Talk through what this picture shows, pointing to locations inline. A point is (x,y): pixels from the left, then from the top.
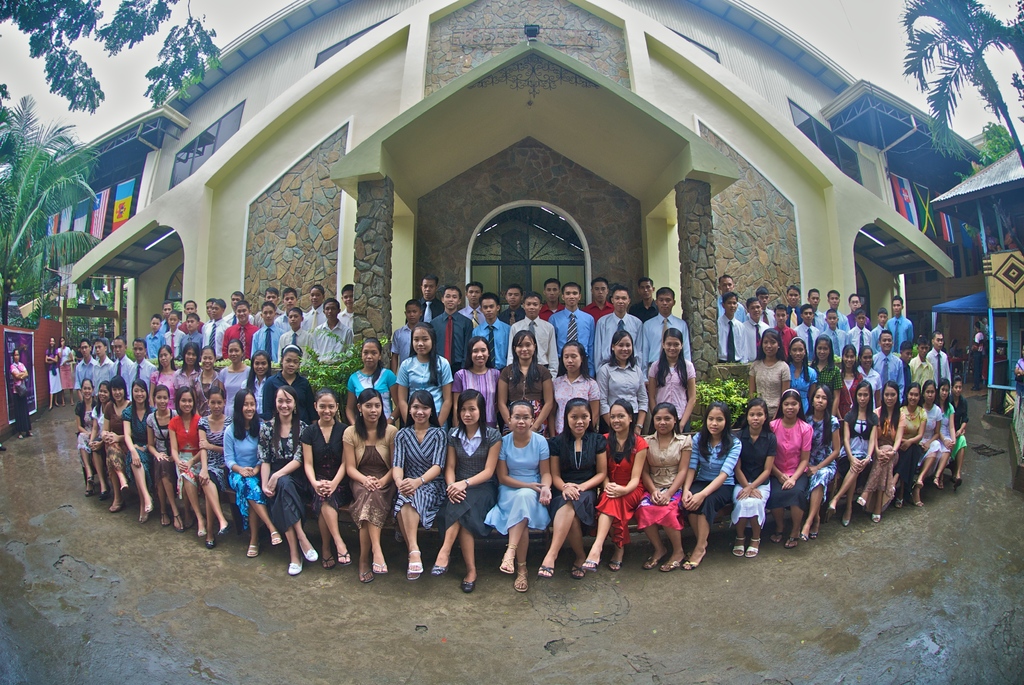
In this image I can see number of people (368,363) where few (820,397) are sitting and most of them (17,411) are standing. In the background (643,213) I can see few buildings (419,229) and both side of it I can see number of trees (42,5). I can also see few plants (314,363) in the front (334,383).
